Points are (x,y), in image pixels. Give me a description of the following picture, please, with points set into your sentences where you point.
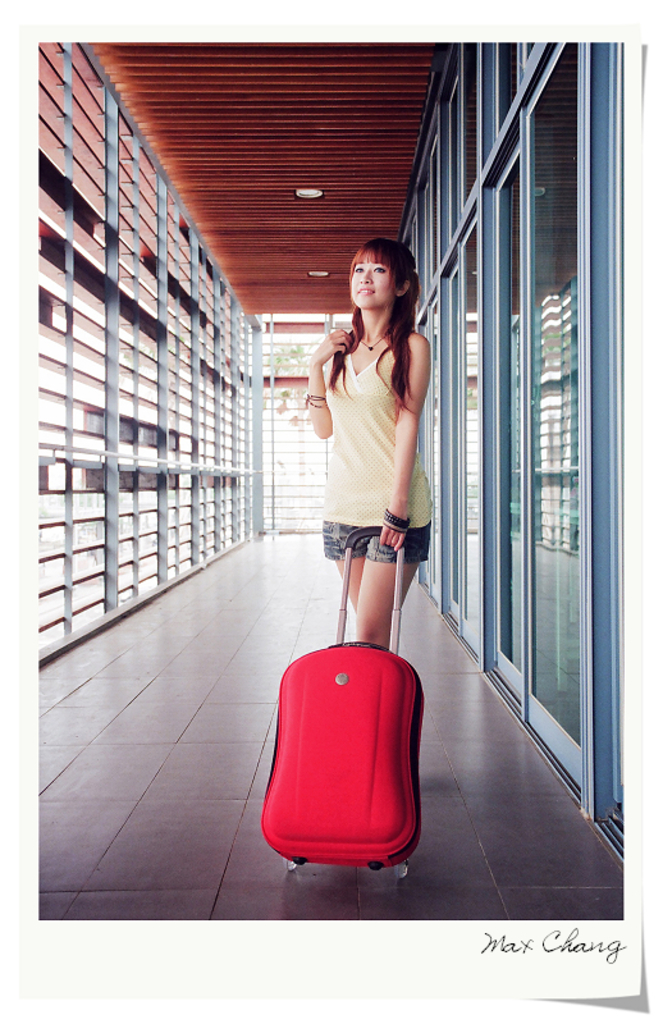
In this picture we can see a lady (374,496) who is holding a suitcase (418,801) and there are some windows (479,365), grills (189,340) around her.
